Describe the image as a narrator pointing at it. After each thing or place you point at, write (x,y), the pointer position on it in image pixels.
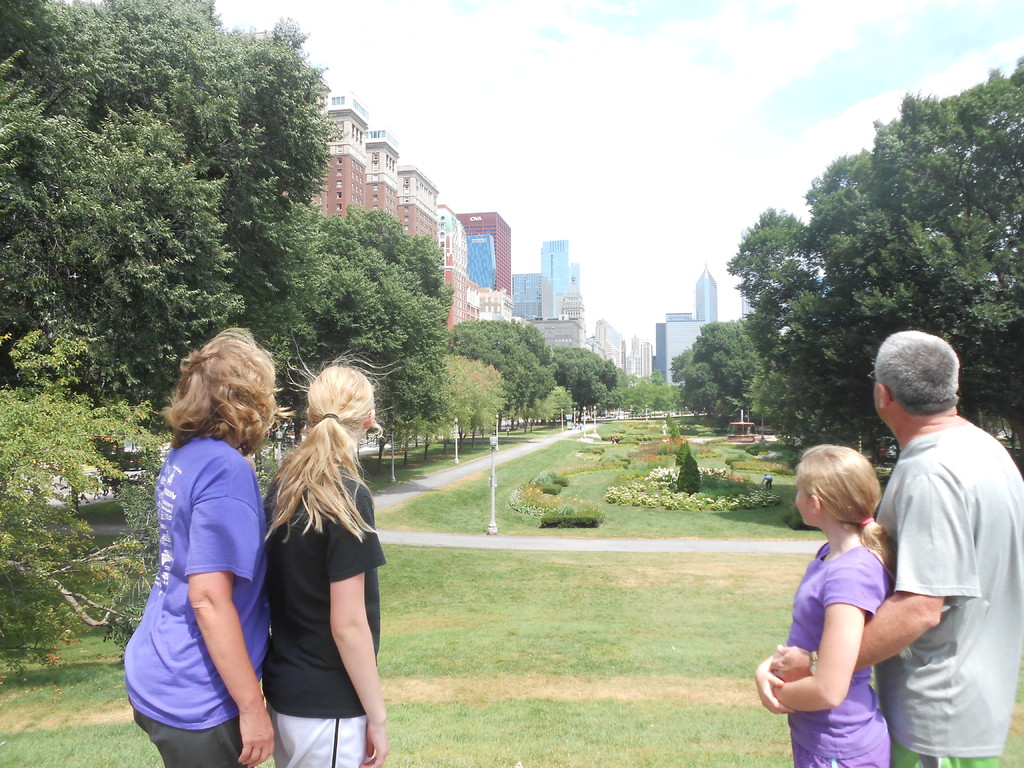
In this picture we can see two people (139,626) standing on the left side (314,531) and two people (799,654) standing on the right side (903,533). Some grass (510,531) is visible on the ground (484,645). We can see a few trees (162,344) and buildings (503,320) in the background (838,346).
